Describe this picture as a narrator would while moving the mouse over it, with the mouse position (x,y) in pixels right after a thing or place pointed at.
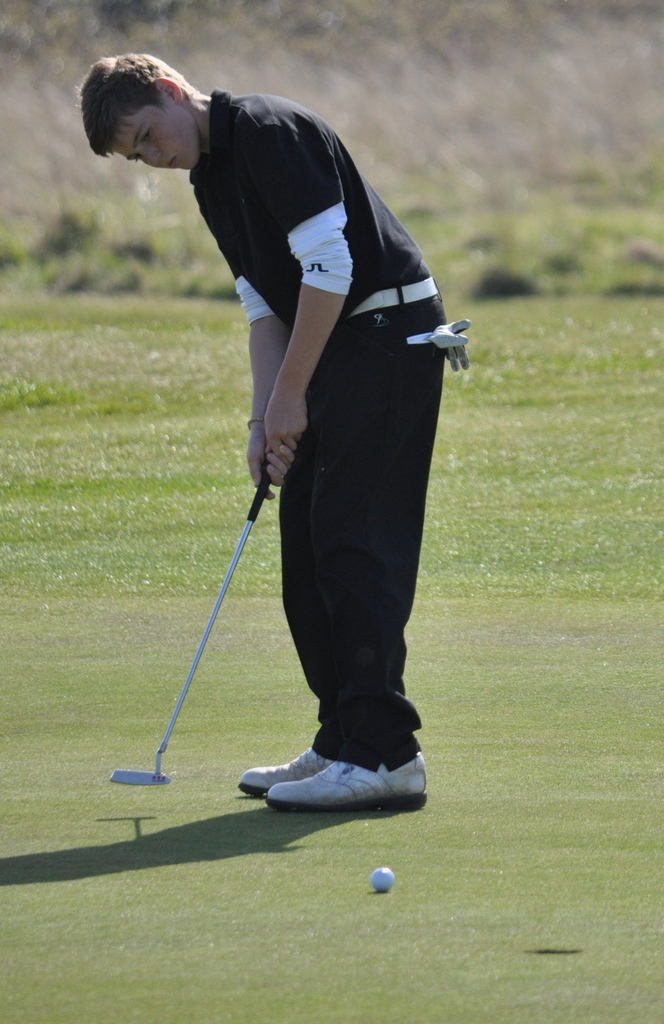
In this image we can see a person (239,206) standing and holding a golf bat (162,753). At the bottom (383,889) there is a ball (383,889).
